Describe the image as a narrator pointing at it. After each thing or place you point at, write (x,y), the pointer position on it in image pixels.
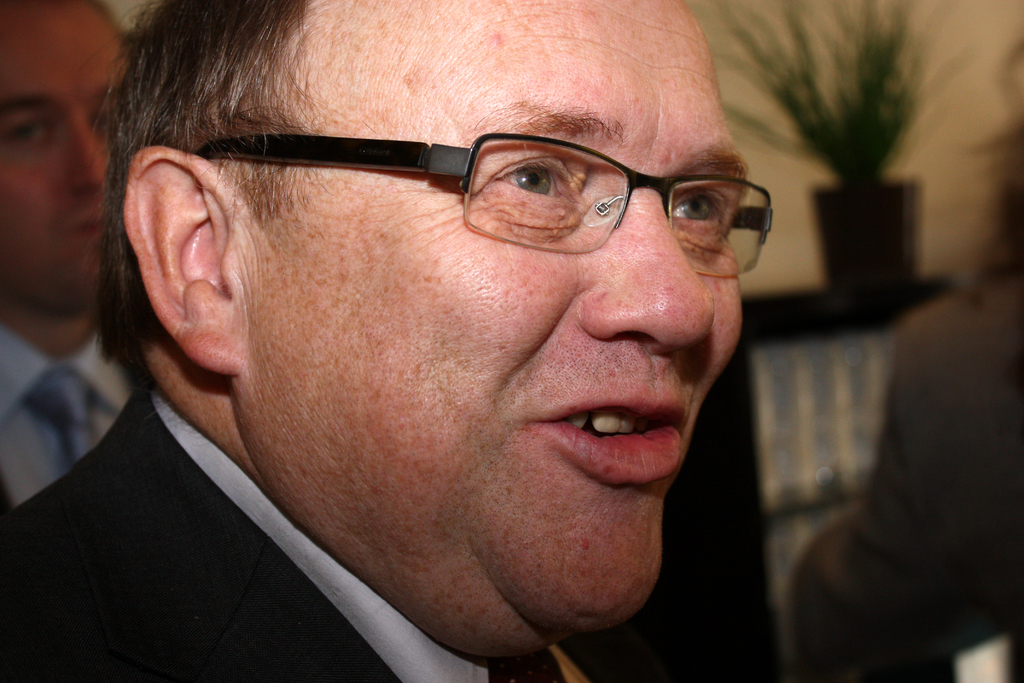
In this picture there is a person (166,590) wearing black suit (164,614) and spectacles (506,208) is speaking and there is another person (86,245) behind him.
